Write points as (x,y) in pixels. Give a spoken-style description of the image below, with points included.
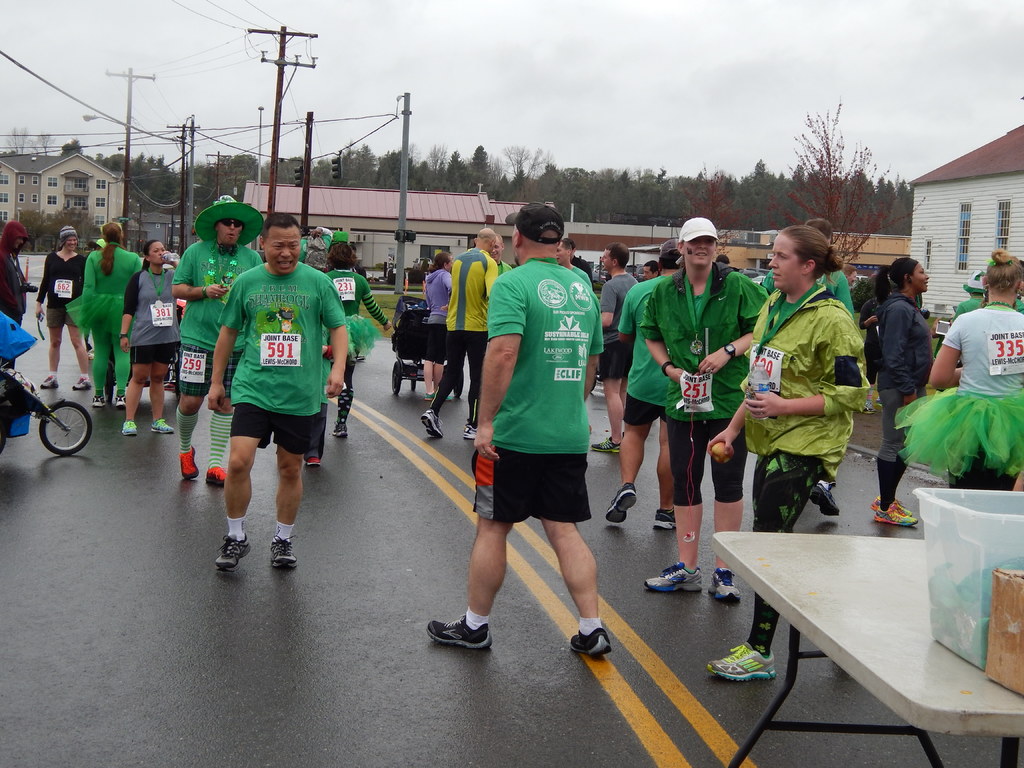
In this image I can see a road (195,756) in the front (364,573) and on it I can see number of people (525,365) are standing. I can also see most of them are wearing green color dress (381,311) and few of them are wearing caps (550,231). On their dresses (144,326) I can see few boards (774,365) and on it I can see something is written. On the right side of this image (747,552) I can see a table (917,599) and on it I can see a container (987,562) and a box (1020,612). In the background (21,173) I can see number of buildings (428,206), number of trees (826,164), few poles (154,79), few wires (134,129), clouds (377,98) and the sky (755,31).
